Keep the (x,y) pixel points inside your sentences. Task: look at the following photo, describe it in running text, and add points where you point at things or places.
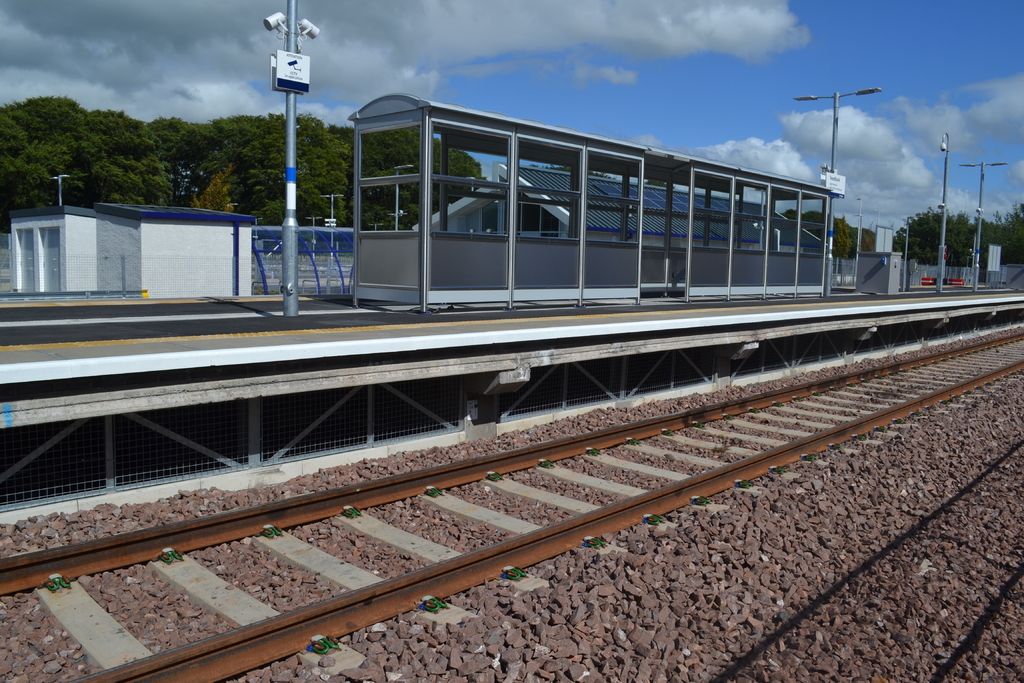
In the background (823,74) we can see a clear blue sky (834,76) with clouds (612,7). We can see the railway platform (199,302). We can see open shed (600,202), shelters (583,233), lights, poles (838,99), boards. At the bottom portion of the picture (488,512) we can see the railway tracks (612,491) and the grill fence (370,405).
